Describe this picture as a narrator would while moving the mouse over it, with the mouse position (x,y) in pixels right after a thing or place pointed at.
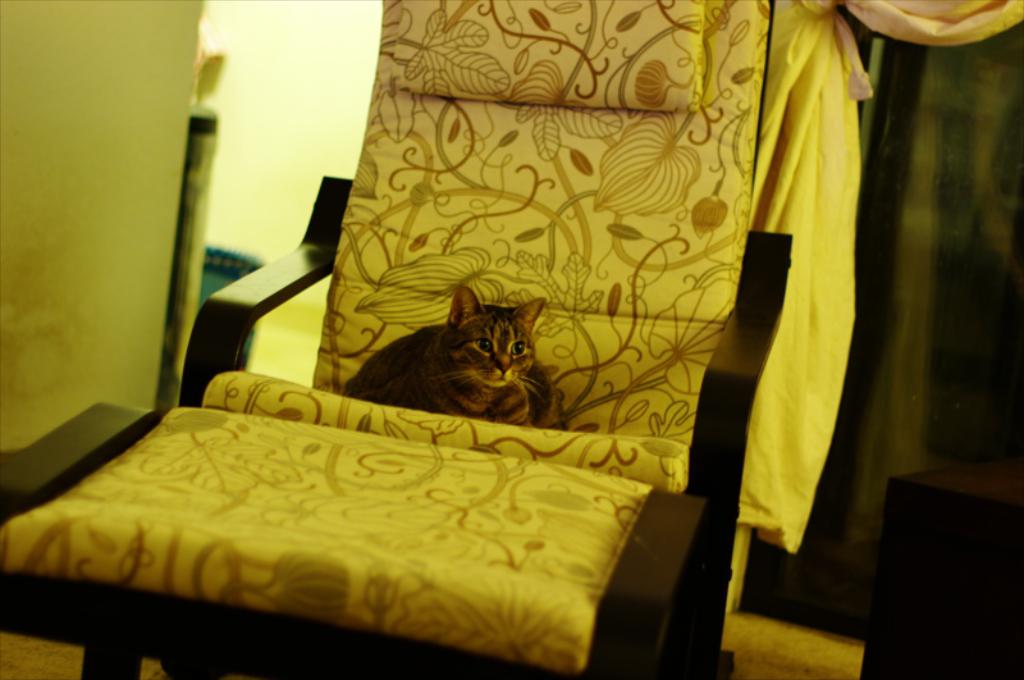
In the background (92,193) we can see the wall (102,179). In this picture we can see a cat (467,410) sitting on the chair (377,238). We can see few objects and a cloth (812,200).
